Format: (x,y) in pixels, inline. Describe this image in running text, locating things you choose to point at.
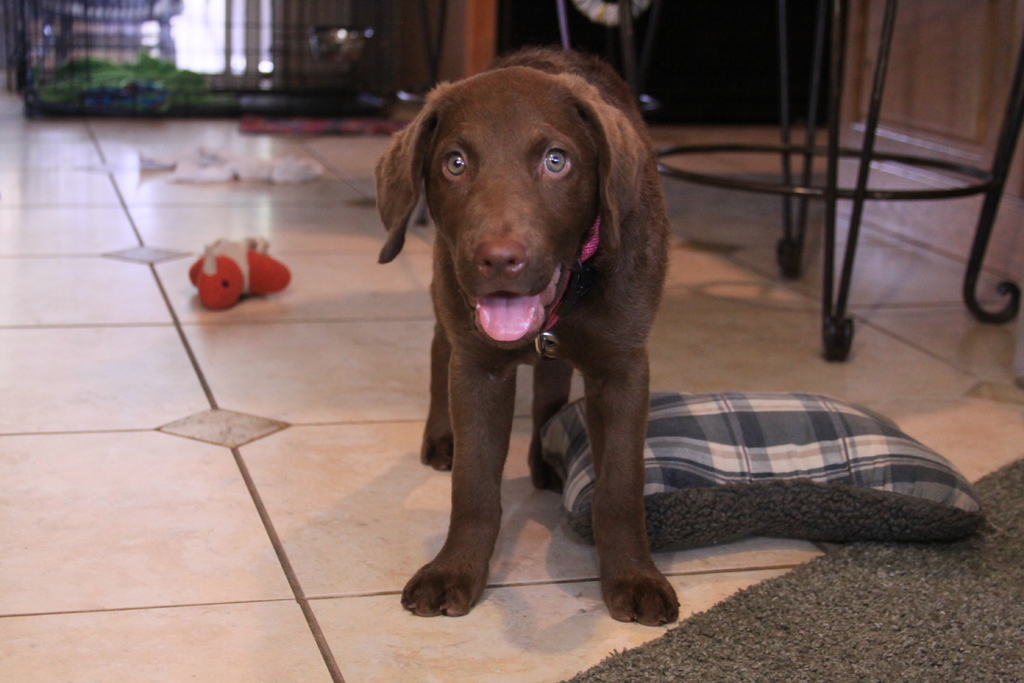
In this image there is floor (157,515) at the bottom (259,542). There is a metal object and a pillow (883,460) on the right corner (883,460). There is an animal (481,382), toy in the foreground (433,407). It looks like a metal grill (170,43) in the background (207,66).
